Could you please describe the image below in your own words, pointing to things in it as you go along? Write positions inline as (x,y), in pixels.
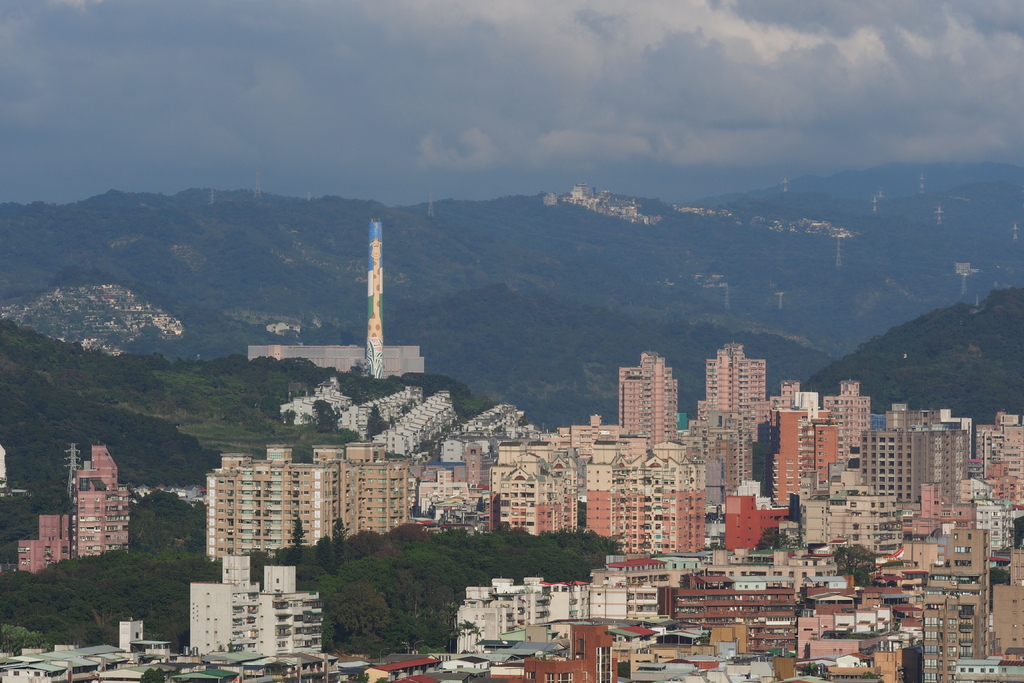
In this image there are buildings (803,614) and trees (411,641). In the background (623,254) there are hills (598,400) and sky (593,67).
